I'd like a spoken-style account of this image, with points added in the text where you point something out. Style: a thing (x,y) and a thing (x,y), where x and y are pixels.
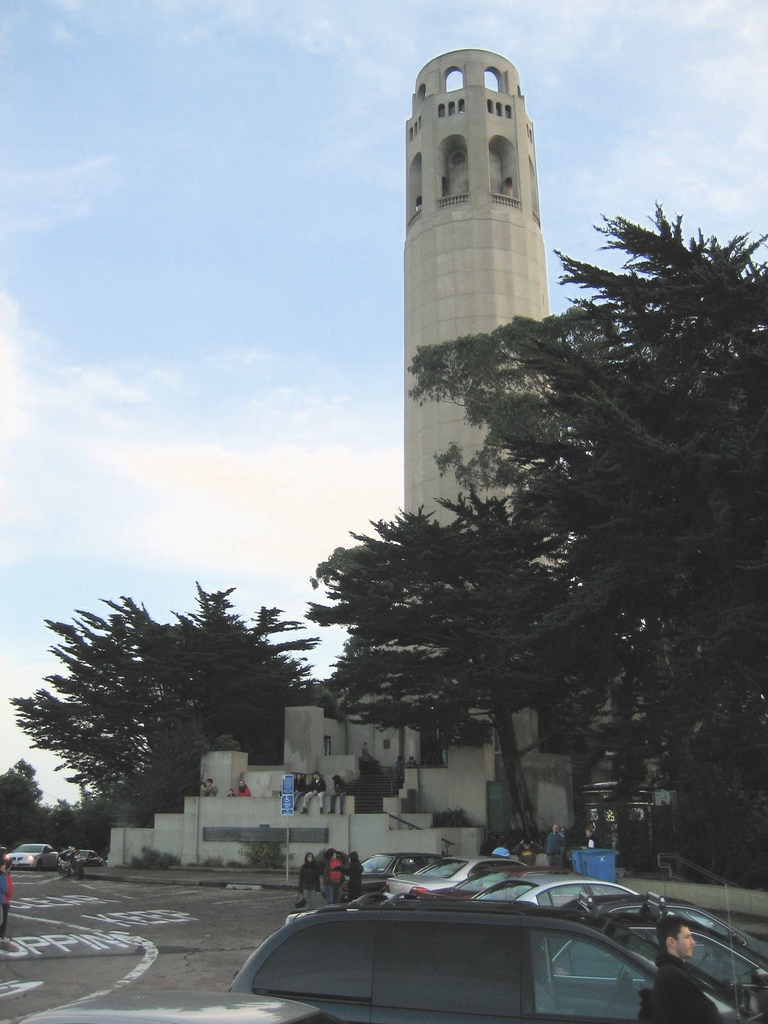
In this picture we can see cars (41,865) and some persons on the road (179,973), trees (411,687), building (492,126) and in the background (342,399) we can see the sky (356,190) with clouds (83,514).
